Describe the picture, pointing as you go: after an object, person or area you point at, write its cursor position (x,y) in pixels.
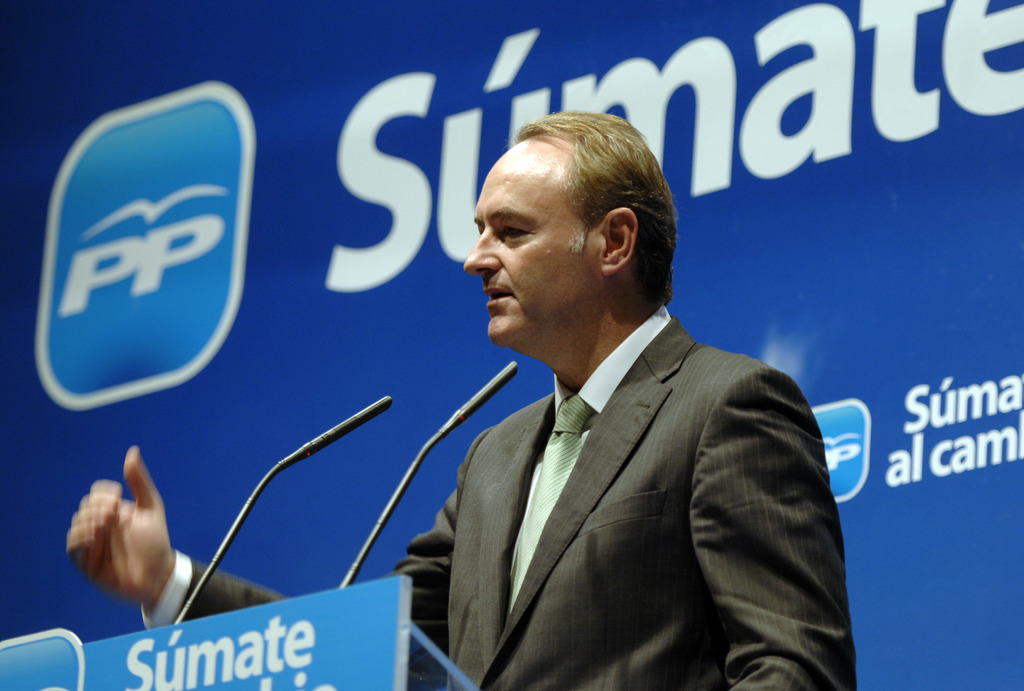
In this image we can see one person (508,496) standing near to the podium (234,665) and talking. There are two microphones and one name board (349,666) attached to the podium (160,670). There is a blue background (303,275) with some text (460,132).
